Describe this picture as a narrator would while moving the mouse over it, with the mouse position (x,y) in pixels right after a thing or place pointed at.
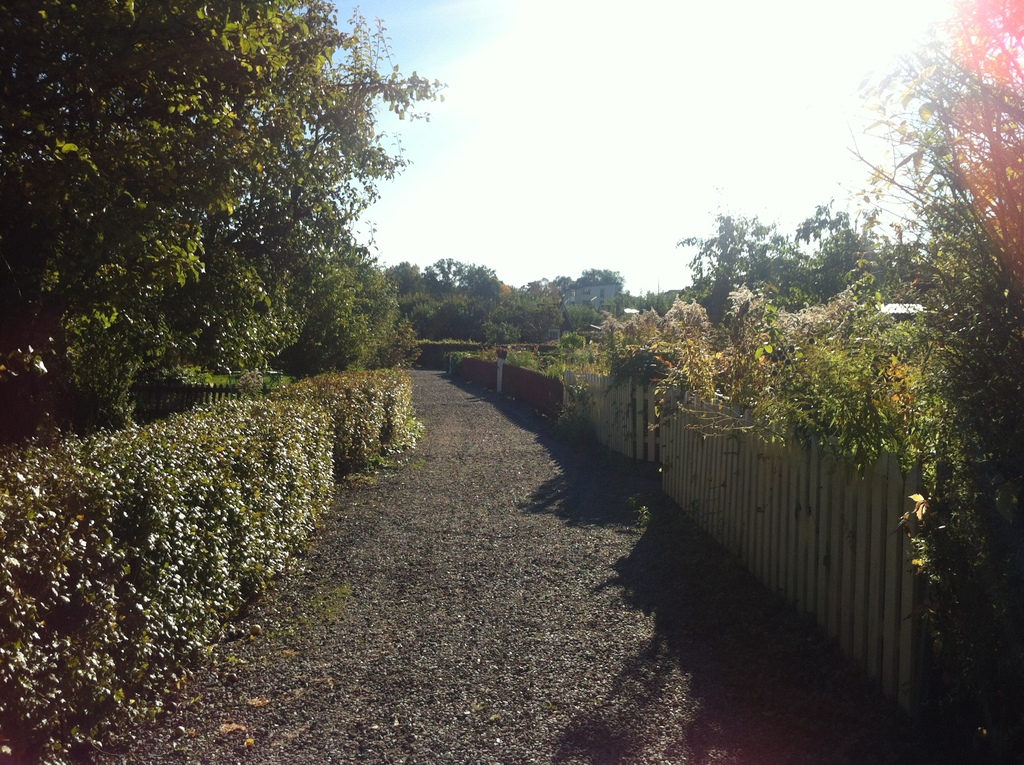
In the center of the image (652,505) there is a road (742,603). On the right side of the image (776,510) there is a wooden fence (521,395). There are plants (864,432). In the background of the image (473,288) there are trees (464,305), buildings (581,300) and sky (655,113).
